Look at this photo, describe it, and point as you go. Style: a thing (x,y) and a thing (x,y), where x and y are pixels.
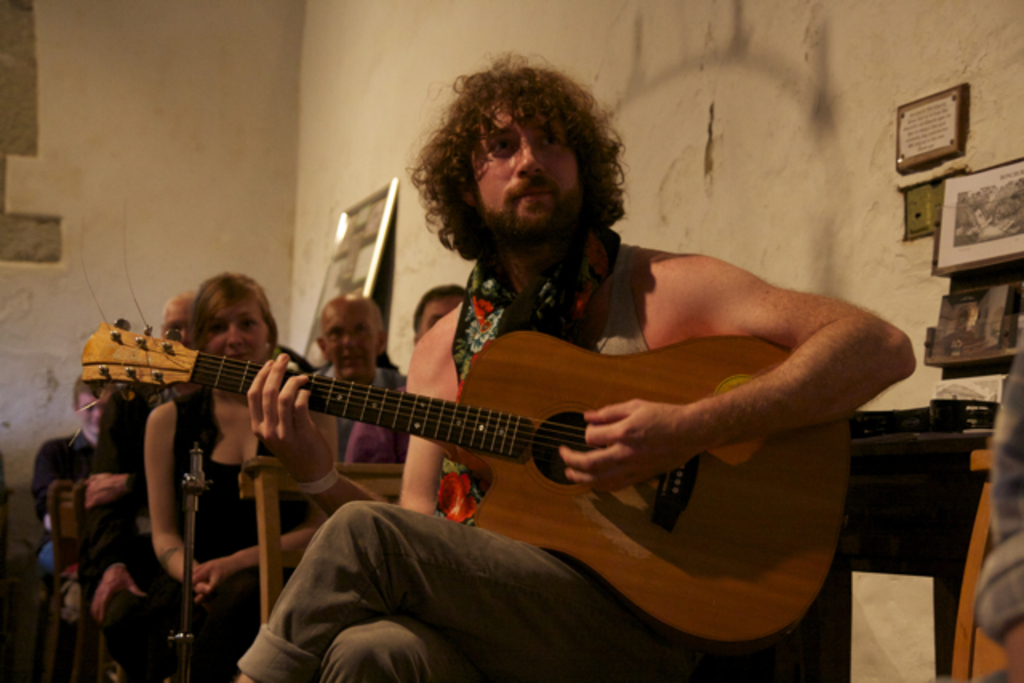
In this picture there is a man (608,209) who is playing a guitar (584,514). There is a woman (211,474) who is wearing a black dress (211,485) is sitting on the chair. There are group of people (330,326) at the background (352,332) is also sitting on the chair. There is a frame (922,136) on the wall (902,182). There is also another frame (984,227) on the wall (905,258).
